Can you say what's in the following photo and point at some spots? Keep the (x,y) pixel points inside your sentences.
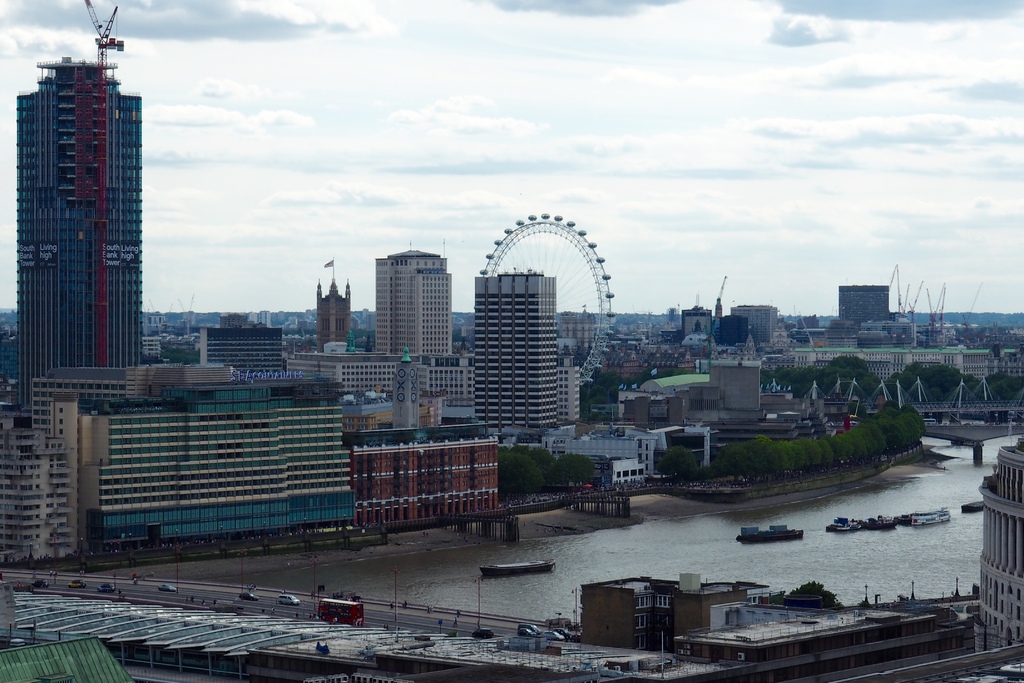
At the bottom (869,540) I can see vehicles (287,599) on the bridge (466,623) and boats (880,525) in the water (856,540). In the background (643,419) I can see buildings (613,431), trees (679,460), fence (690,487), wheel (586,362) and towers (497,338). At the top (422,111) I can see the sky (467,127). This image is taken during a day.
